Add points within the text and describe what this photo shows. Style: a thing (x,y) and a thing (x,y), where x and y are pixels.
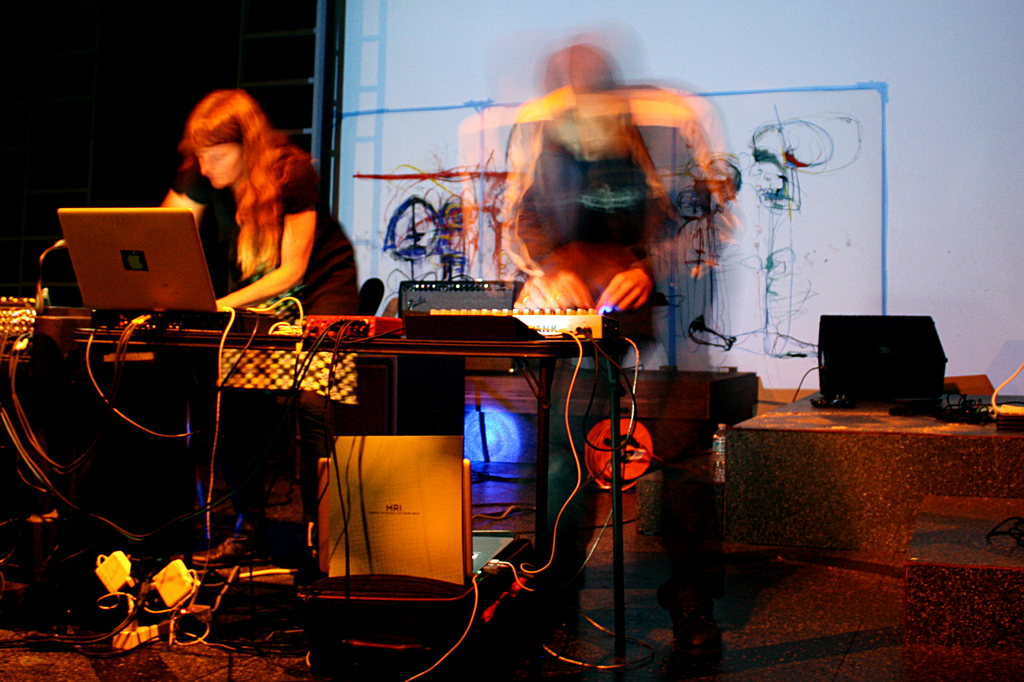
This looks like an edited image. I can see two people (546,222) standing. This is the table (199,347) with a laptop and few other electronic devices (327,324). These are the cables (579,572) hanging. I can see a black color object (914,352), which is placed on the stage (840,440). In the background (817,76), that looks like a screen (776,47).
